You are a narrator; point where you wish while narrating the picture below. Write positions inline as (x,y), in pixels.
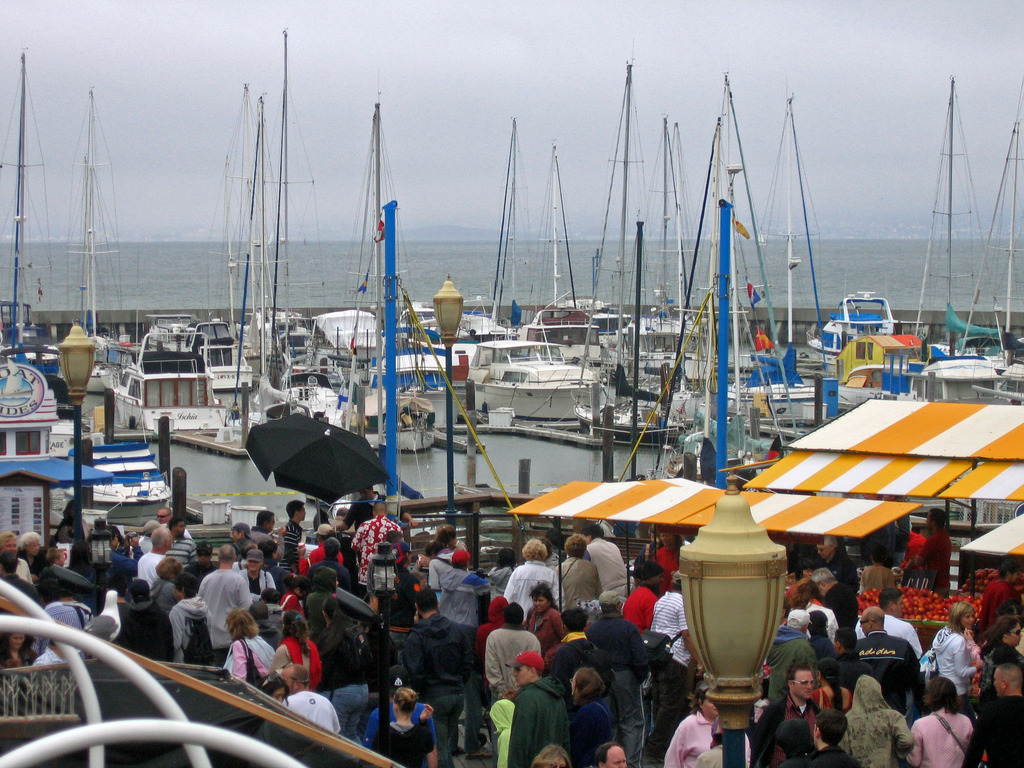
At the bottom (511,653), we see many people (502,646) are standing and we see a light pole (737,739). In the left bottom (104,737), we see the rods (90,706) and the railing (53,688). On the right side (924,447), we see the tents (851,528) in white and yellow color. We see the people (839,573) are standing under the tent (800,507). We see a table (922,620) on which fruits (937,604) are placed. We see a man (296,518) in the black T-shirt (291,535) is holding an umbrella (338,464) in his hands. In the middle (478,349), we see the yachts harbor (483,439). In the background (440,272), we see water (413,260) and this water (425,281) might be in the sea (458,258). At the top (506,118), we see the sky (489,112).
